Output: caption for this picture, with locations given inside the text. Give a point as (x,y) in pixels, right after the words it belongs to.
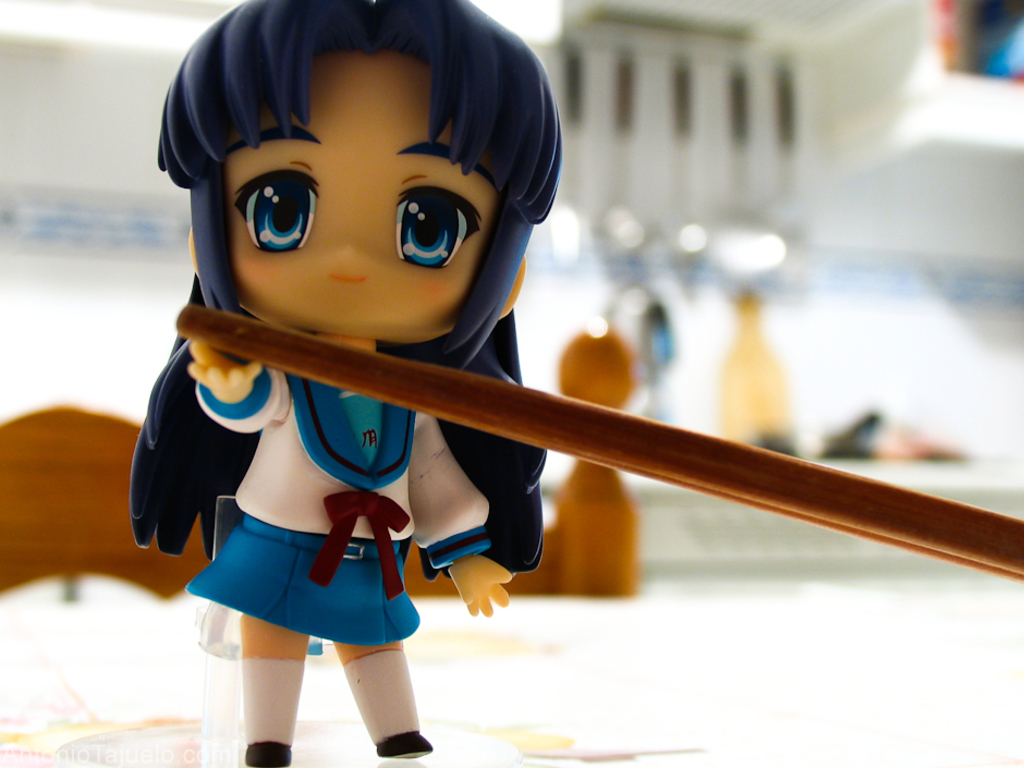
In this image, we can see a girl toy (340,471) is placed on the white surface (426,691). Background (568,379) there is a blur view. Here we can see few objects (34,560).
